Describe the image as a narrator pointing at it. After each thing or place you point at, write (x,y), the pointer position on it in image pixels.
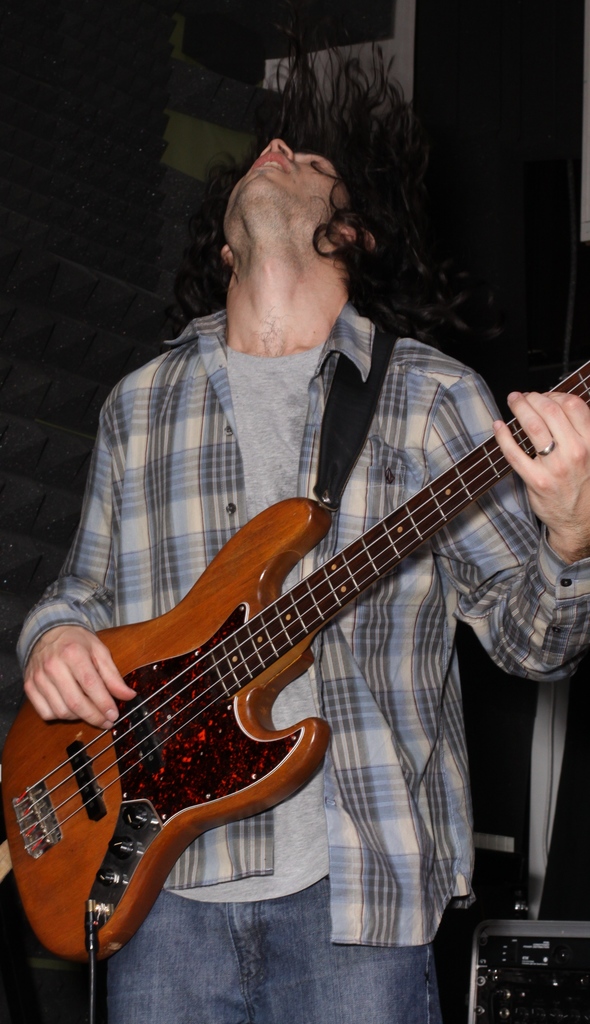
This picture shows a man (233,272) playing a guitar (179,725) in his hands (532,483). In the background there is a wall (155,141).
